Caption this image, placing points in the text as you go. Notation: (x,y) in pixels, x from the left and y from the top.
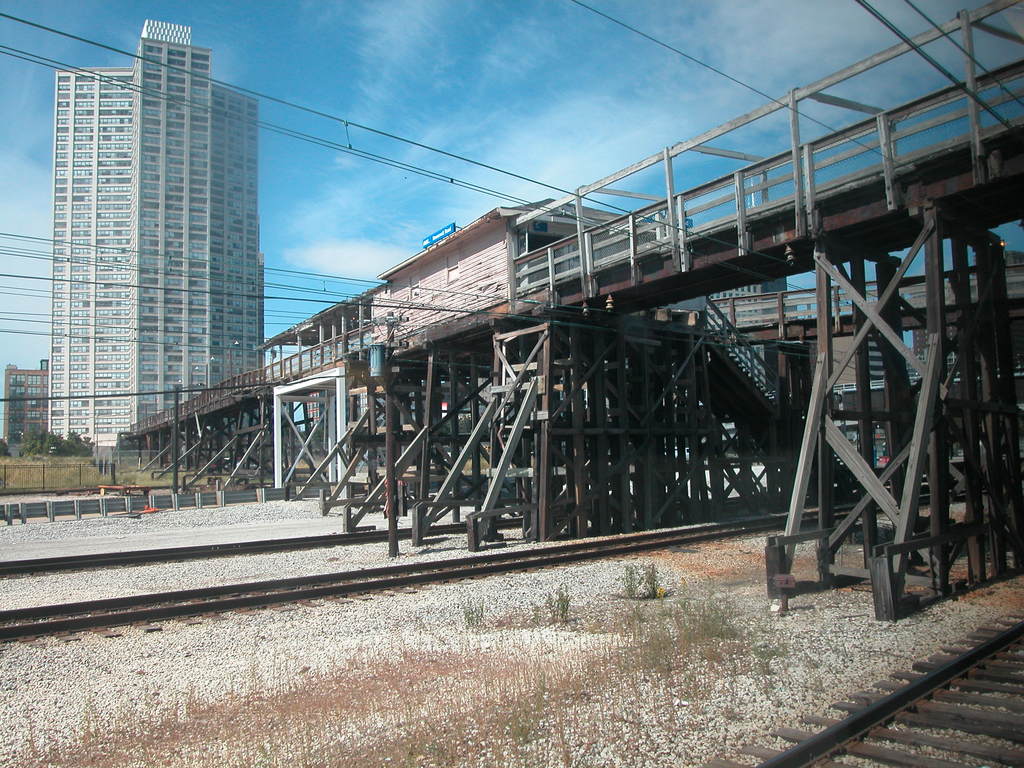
In this picture I see the tracks (873,708) in front (211,604) and on the right side of this image (687,364) I see the bridge (479,323) and I see the wires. In the background (141,223) I see the buildings (100,350), plants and the sky (407,109).
